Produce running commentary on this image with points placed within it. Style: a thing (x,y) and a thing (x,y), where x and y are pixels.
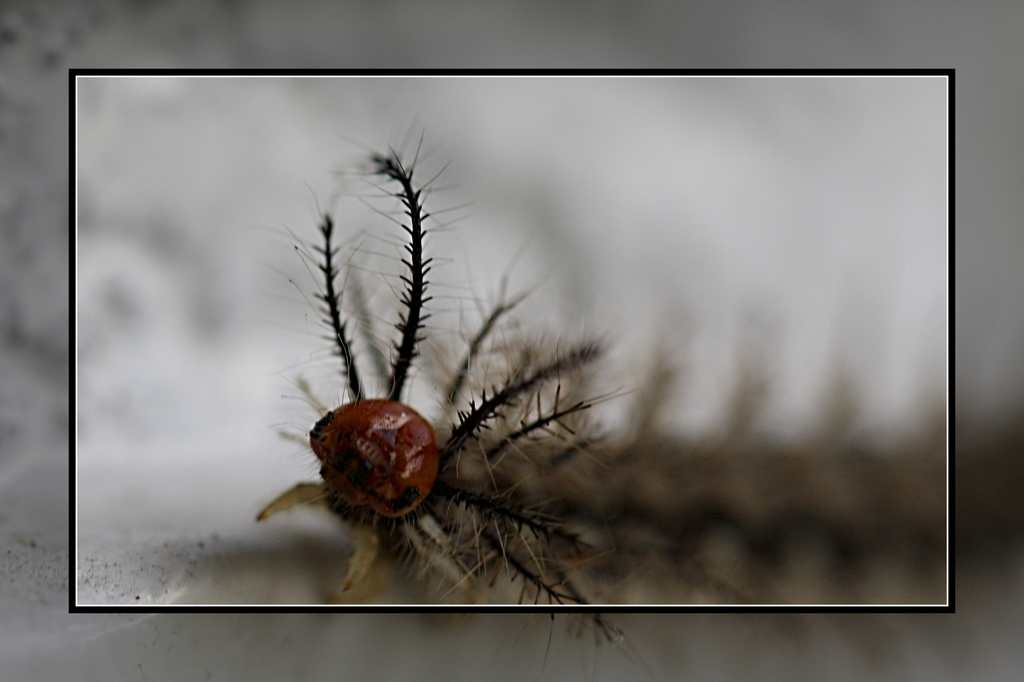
In this picture there is an insect (553,455). The background (186,154) is blurred. The picture has a frame (70,513).
